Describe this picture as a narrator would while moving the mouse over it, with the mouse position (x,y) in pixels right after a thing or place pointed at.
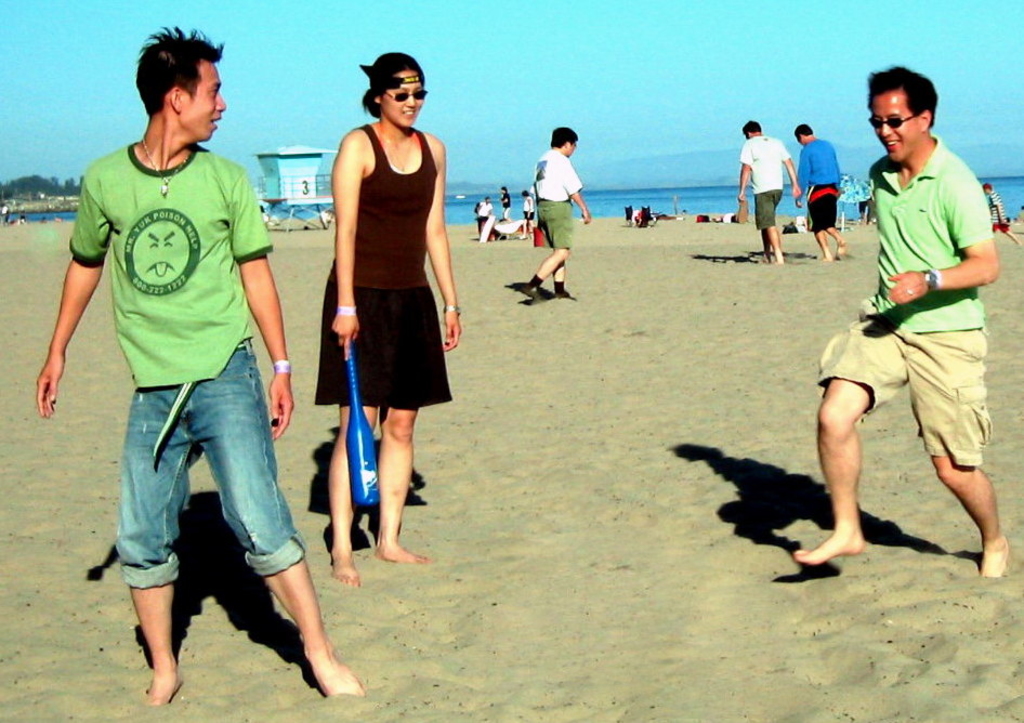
In this image we can see a group of people (821,242) on the seashore (734,389). In that a woman (332,370) is holding an object (349,432). On the backside (588,138) we can see a house (284,205) with a roof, a large water body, some trees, the hills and the sky (449,121).
